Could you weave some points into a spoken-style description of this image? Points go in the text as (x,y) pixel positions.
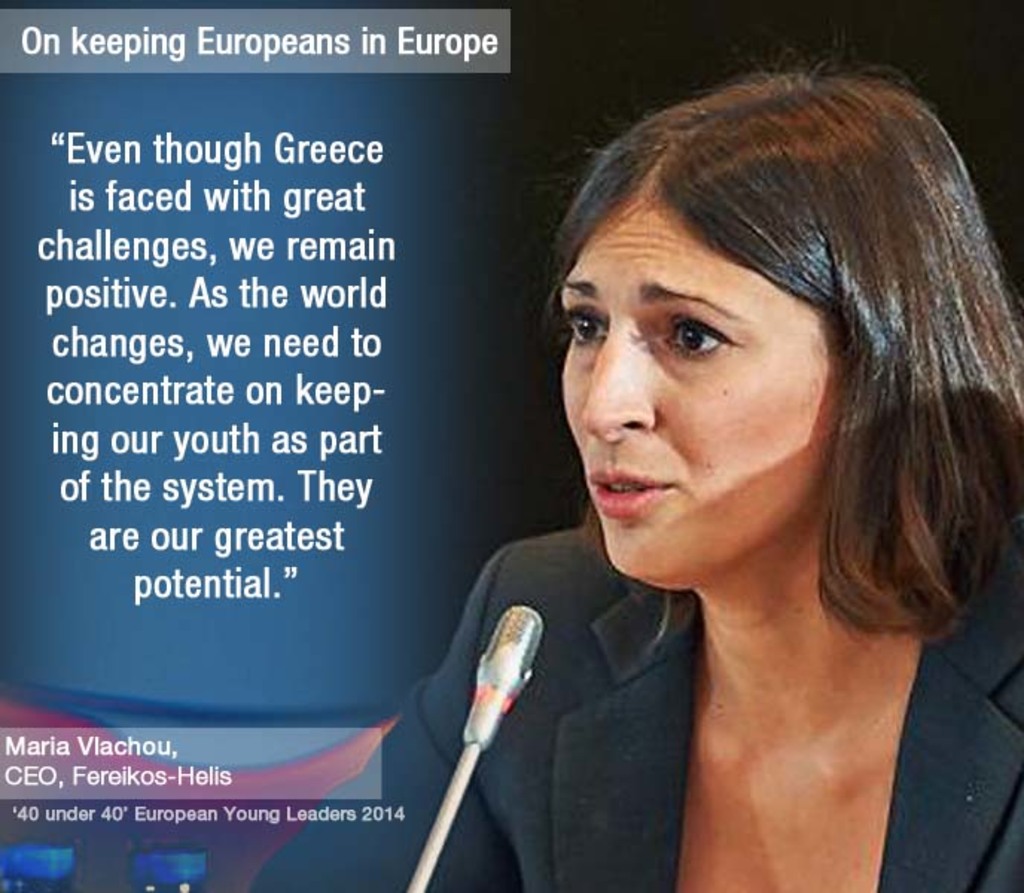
In this image I can see a woman (606,491) on the right side (690,116) and I can see she is wearing a black blazer (648,638). I can also see a mic (521,667) in the front of her and on the left side of this image (101,142) I can see something is written.
